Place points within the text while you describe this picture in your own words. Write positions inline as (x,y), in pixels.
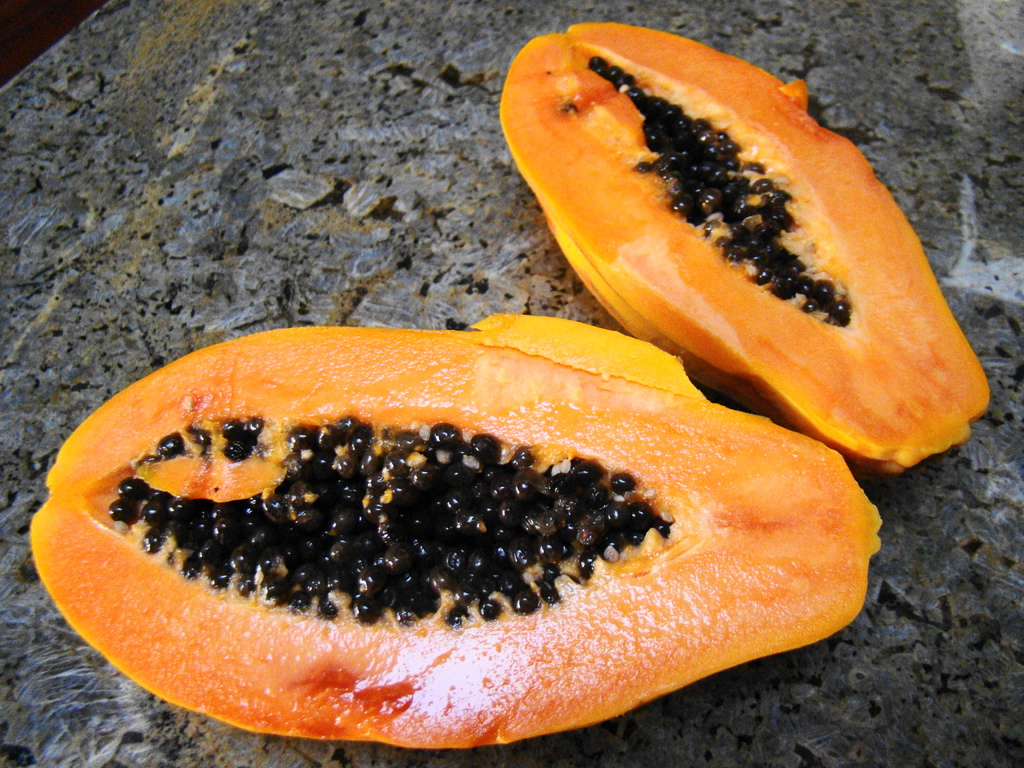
This picture shows papaya (851,174) divided into two equal halves (652,336) on the table (971,318). We see seeds (662,150).
